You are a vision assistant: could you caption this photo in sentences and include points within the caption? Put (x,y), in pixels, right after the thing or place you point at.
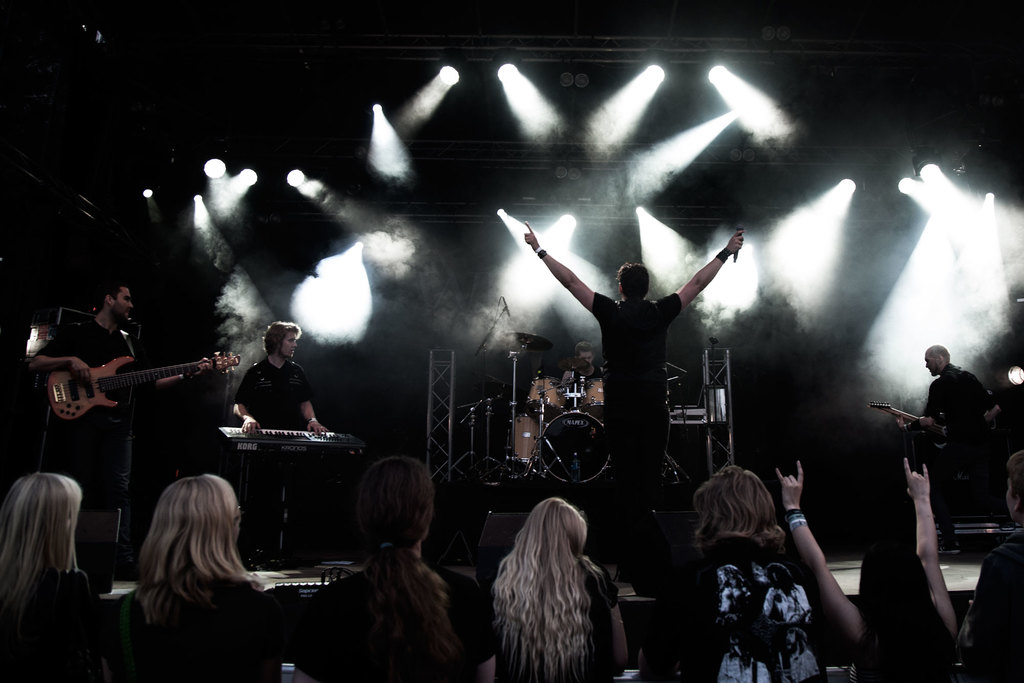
In this picture there is a group of people (610,444) who are performing the music event on the stage (762,397) and, the one who is at the middle of the image (617,382) is turned towards the back (655,332) by raising his hands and there are group of audience (781,560) before the stage (543,488), there are different types of music instruments (516,447) on the stage (745,358) and there are spotlights (746,103) above the image on the stage (568,100).
